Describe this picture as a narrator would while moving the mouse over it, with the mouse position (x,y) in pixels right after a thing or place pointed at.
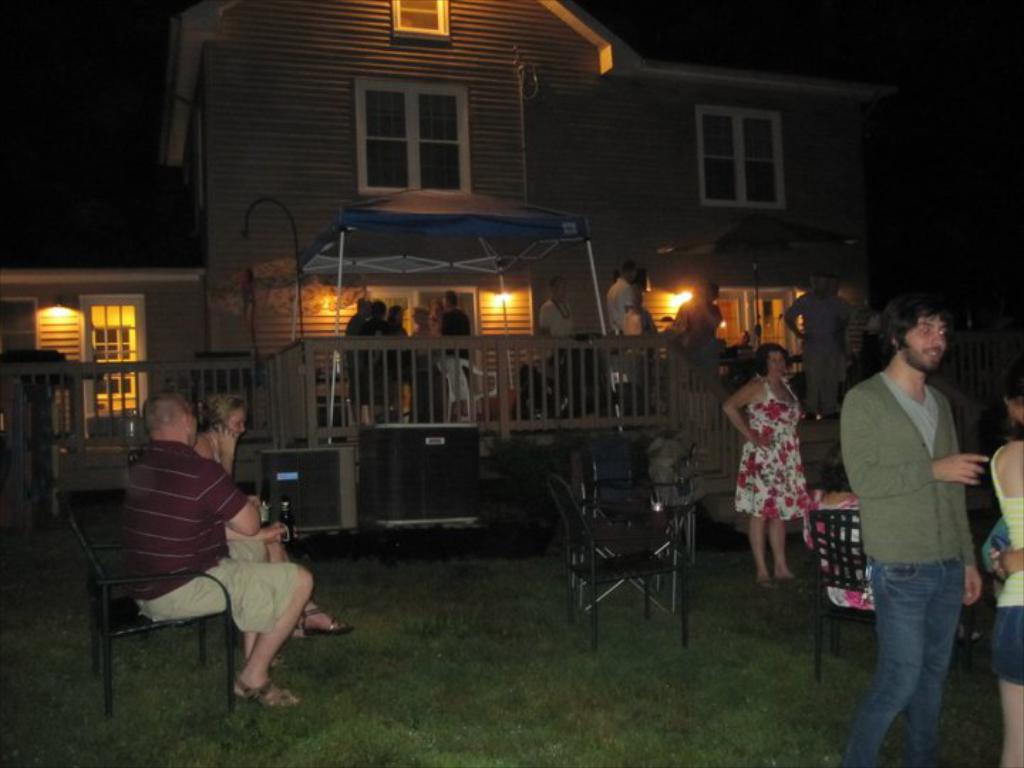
In the image there is a big house (480,96) there are few people (376,370) standing in the ground floor (444,304) and also outside the garden (436,562), there are few chairs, some AC units (311,481) and there is a grass (86,653) outside the house (519,311), there are few windows (413,155) and some lights (512,300) to the house (428,299) it looks like night.
